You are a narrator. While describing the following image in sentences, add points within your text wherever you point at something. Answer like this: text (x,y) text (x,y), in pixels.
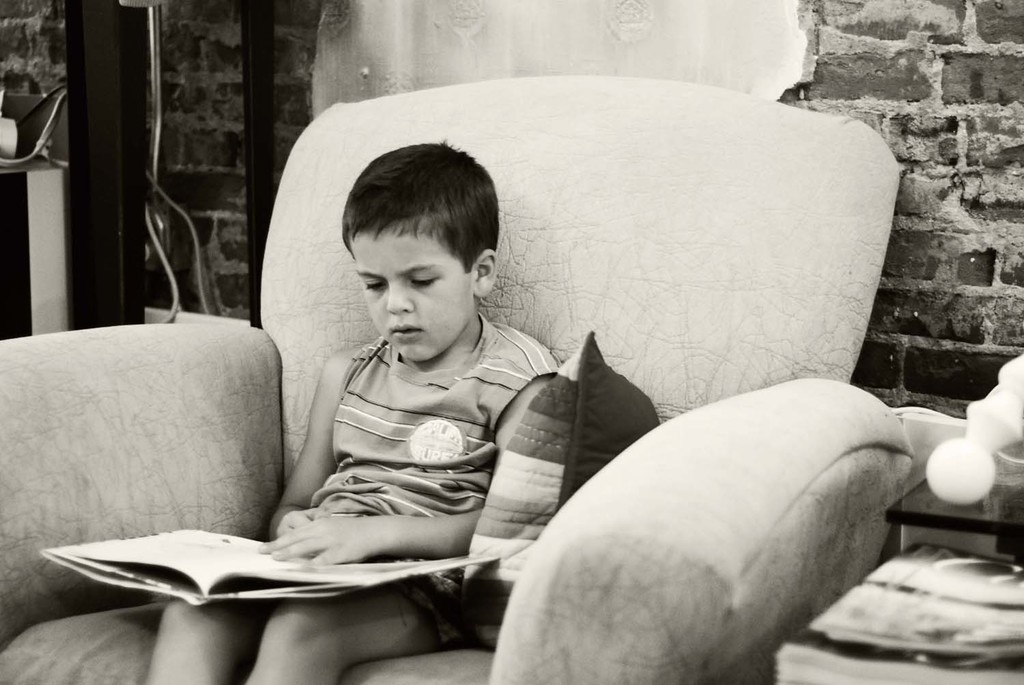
This is a black and white image. There is a sofa (502,197) in the middle (487,430), a child (344,513) is sitting in that sofa (621,331). There is a pillow (548,388) beside him. He is holding a book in his hand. There is a book (898,648) in the bottom right corner (949,646), the wall (1009,227) is with bricks (941,198).
